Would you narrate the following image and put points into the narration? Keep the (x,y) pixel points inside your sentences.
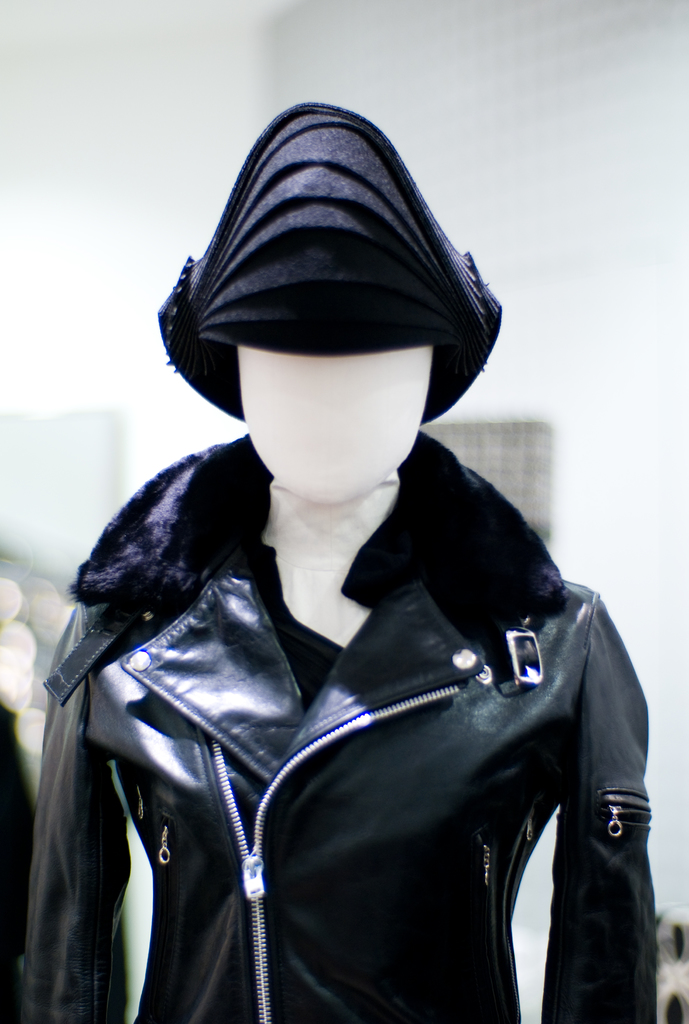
In the picture I can see the mannequin (256,390) and I can see the black color jacket (387,655).
